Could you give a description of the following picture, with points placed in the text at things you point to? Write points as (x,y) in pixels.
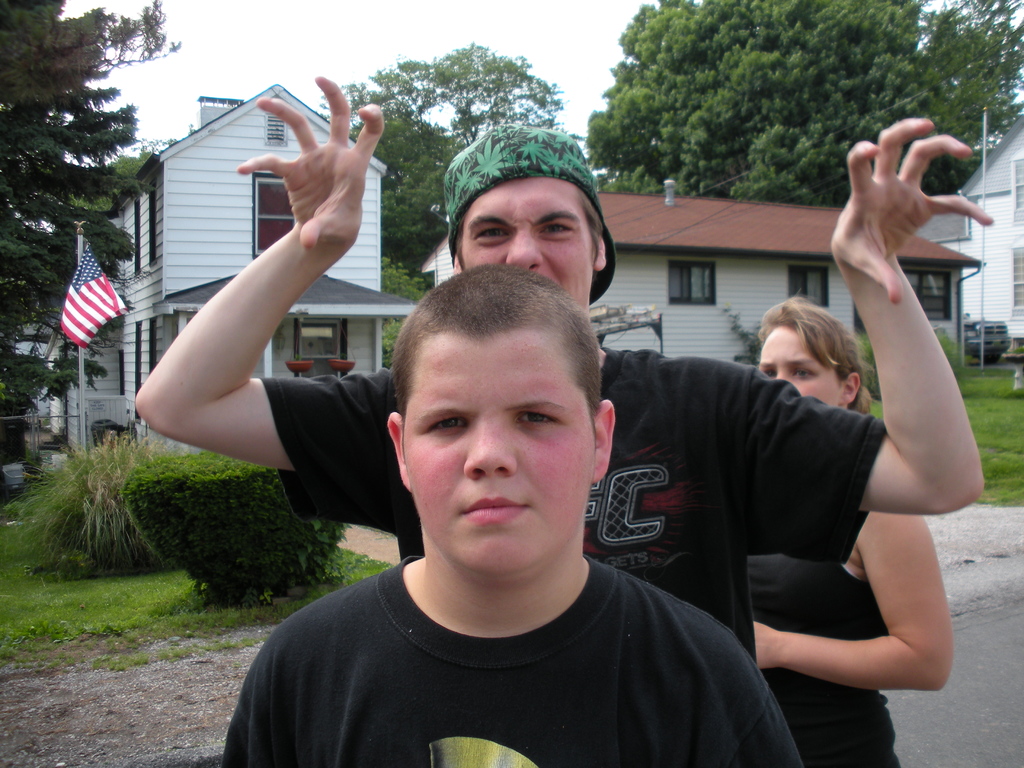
In the image I can see three people (740,502) in black dress (701,706) and behind them there are some houses (1021,262), trees (92,146), plants (70,576), grass (70,576) and a flag (76,310) to the side.
